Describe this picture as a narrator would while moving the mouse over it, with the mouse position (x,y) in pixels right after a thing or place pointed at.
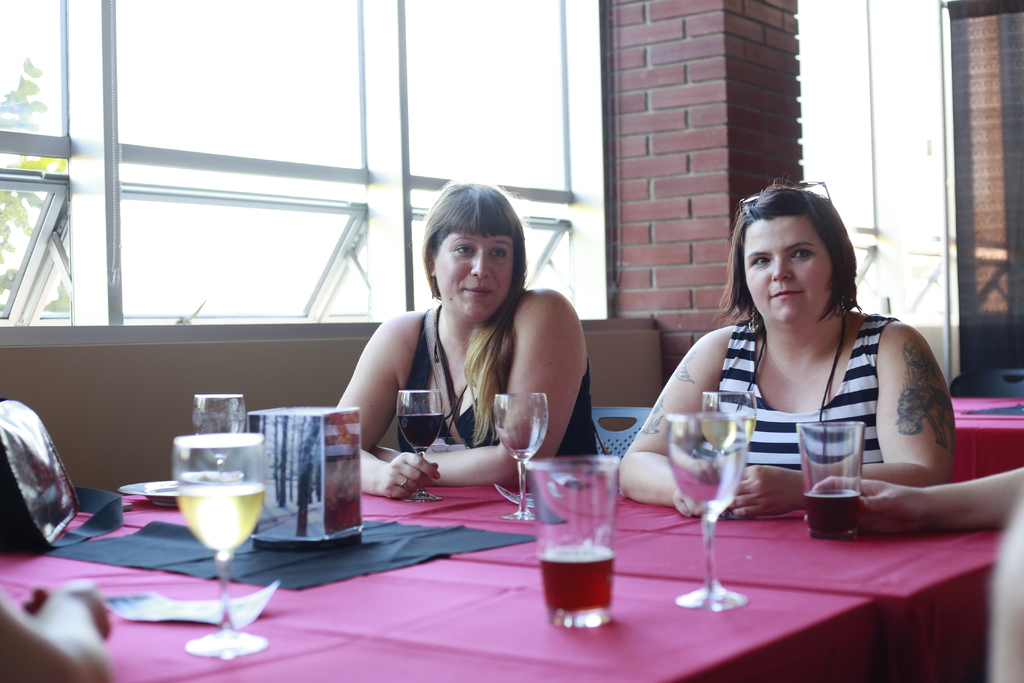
In this image we have two women (547,371) sitting on the chair (613,454) in front of the table (644,643). On the table (389,627) we have few wine glasses (420,416). Beside the women (444,337) we have a window (79,232). On the table (244,591) we have few other objects (296,531) on it.
